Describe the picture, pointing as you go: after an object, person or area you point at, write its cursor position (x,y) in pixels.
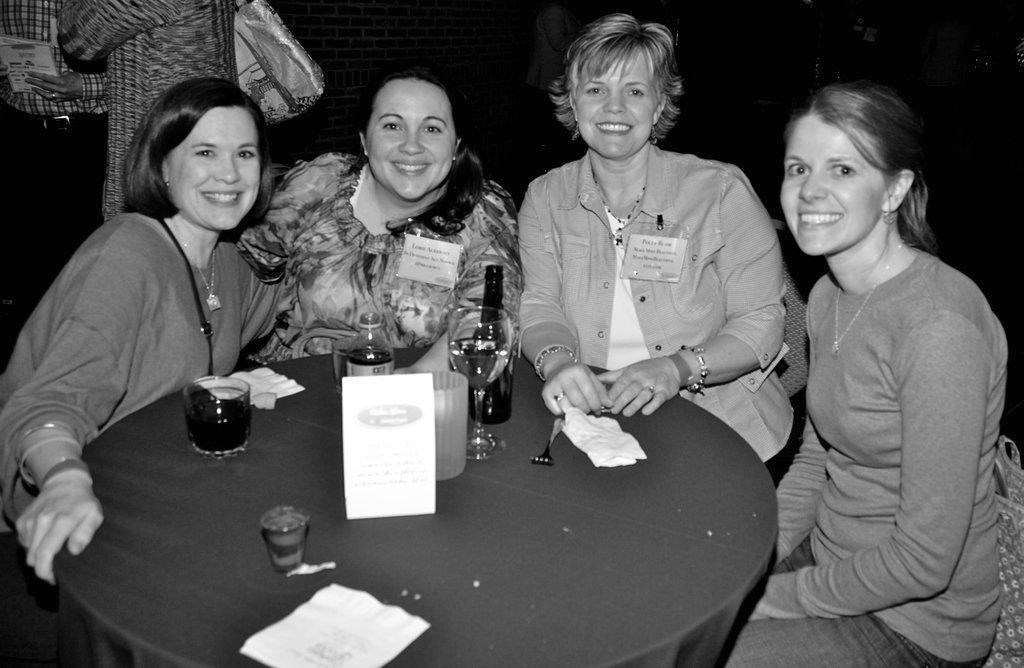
A woman (909,511) is sitting in this image before a table (706,525) having glasses (193,435) and a bottles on it. At the left top corner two persons (6,2) are standing. One person (230,31) is carrying a bag (292,64) and one person (59,57) is holding a book (38,61).
